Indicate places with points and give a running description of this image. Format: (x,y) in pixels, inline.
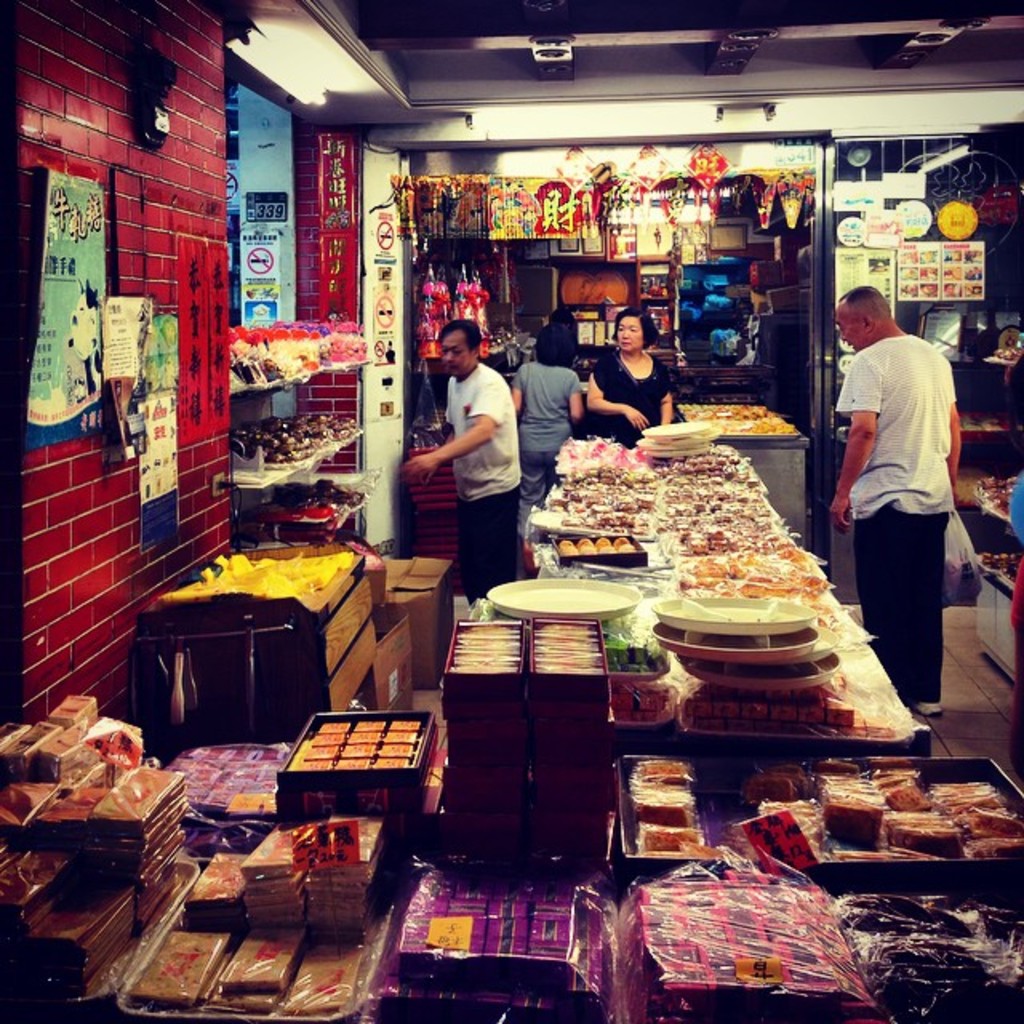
In this image I can see few food items (636,778) in the plates (570,599) and I can see few food items (840,838) in the cardboard boxes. In the background (965,432) I can see four persons (563,377) standing, few stalls (783,332) and I can see few lights (272,61).
